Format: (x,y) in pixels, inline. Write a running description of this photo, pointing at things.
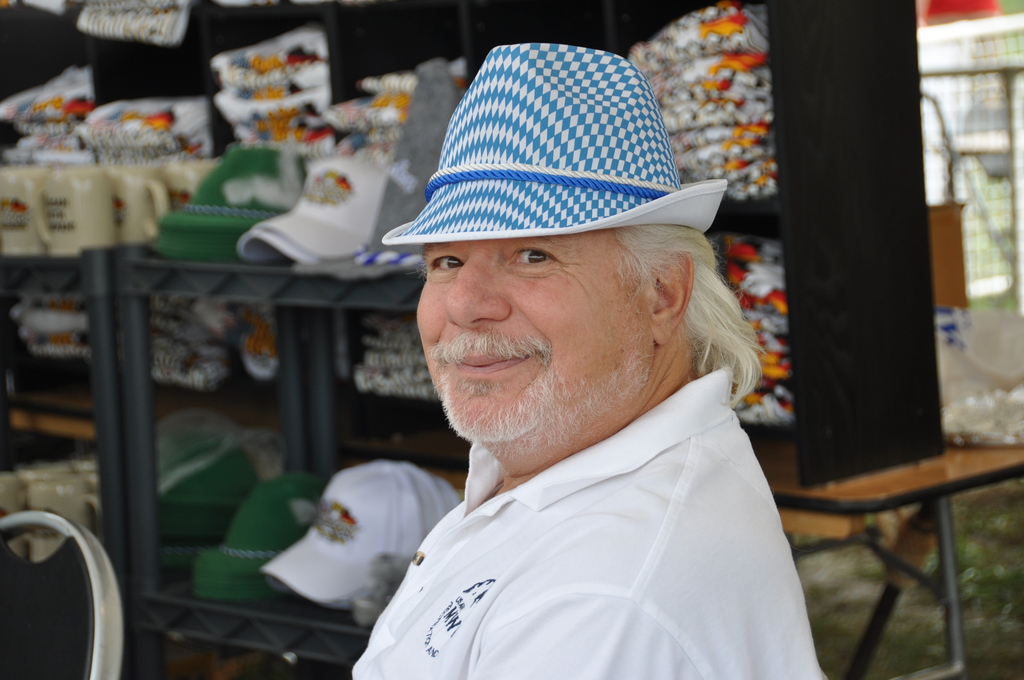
In this image we can see a person (469,600) wearing white T-shirt (538,507) and hat (535,232) is smiling. The background of the image (236,174) is slightly blurred, where we can see the hats (301,593) and a few more things (179,112) kept on the shelves (313,410) and here we can see a table (1016,453).
